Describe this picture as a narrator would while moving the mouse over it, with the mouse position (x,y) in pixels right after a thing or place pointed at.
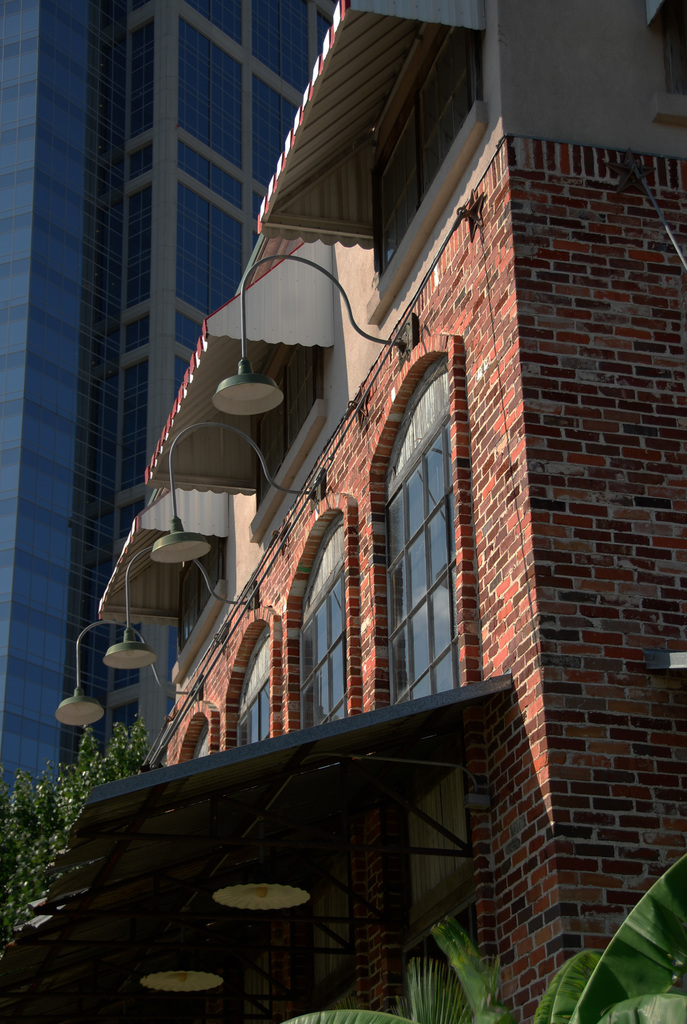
This is a building (520,582) with windows (244,709). These are the lamps (64,718) attached to the wall (366,325). This wall (611,472) is of a brick texture. I can see the trees (53,857). This looks like a skyscraper (95,282) with the glass windows (119,267).
